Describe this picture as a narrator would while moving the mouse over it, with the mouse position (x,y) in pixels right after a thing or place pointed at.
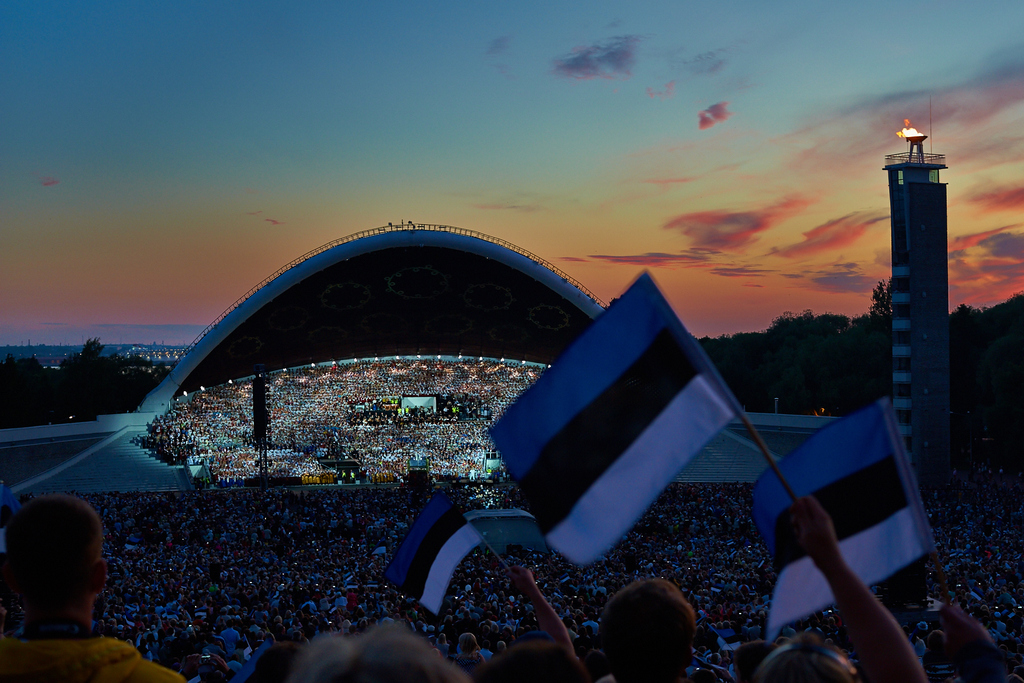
This is a picture of a Tallinn song festival grounds (469,309) where there are group of people (310,513) holding the flags (584,421), focus lights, lighting truss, trees (99,395), buildings (288,349), hills (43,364), and in the background (28,272) there is sky (205,178).
